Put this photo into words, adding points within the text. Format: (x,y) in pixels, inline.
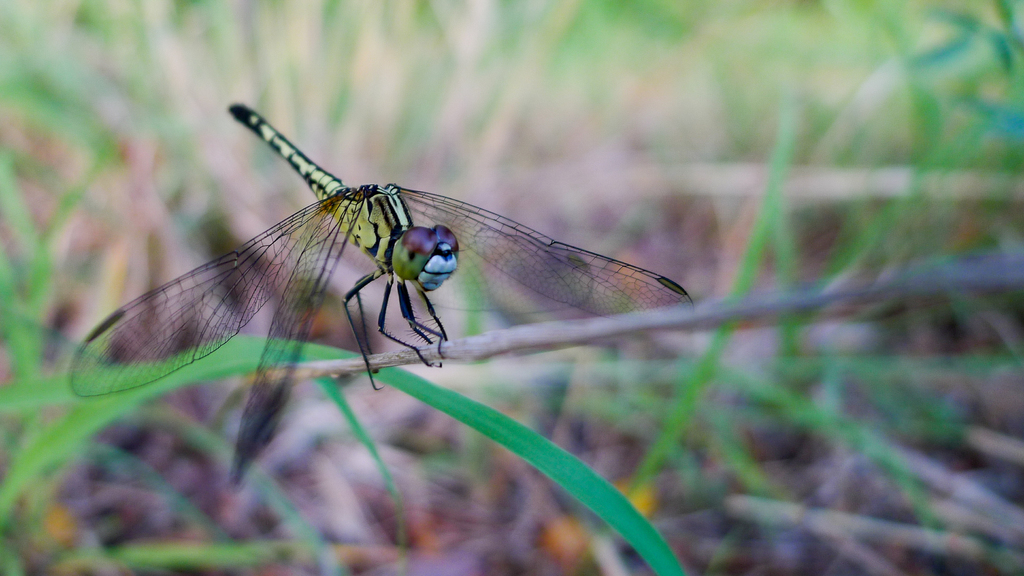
In this image we can see a dragonfly (261,414) on stem (875,290).
